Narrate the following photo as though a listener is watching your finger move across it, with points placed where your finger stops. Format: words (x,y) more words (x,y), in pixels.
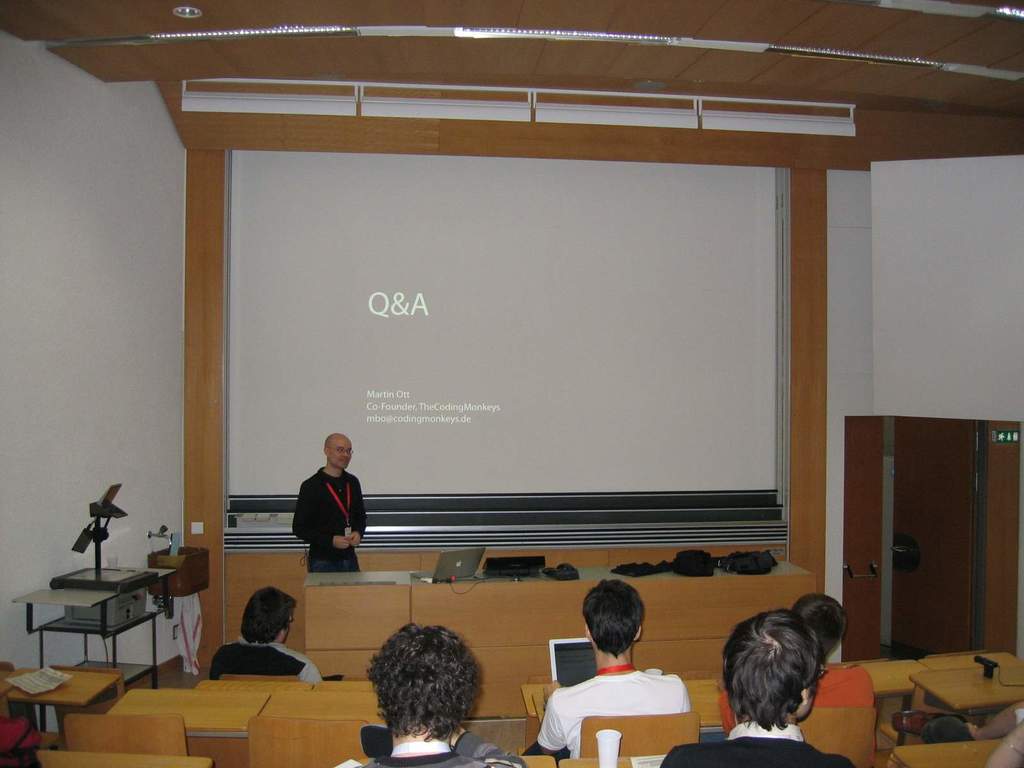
In this image it seems like it is a hall (230,567) in which there are students (616,708) sitting in the chairs (635,722). In the background (346,496) there is a person (361,504) standing near the podium (408,578). There is a table (471,592) on which there are bags (701,556) and a laptop (462,553) beside it. In the background (520,324) there is a screen (484,343). At the top (288,29) there is ceiling (384,40) with the lights (233,36).
